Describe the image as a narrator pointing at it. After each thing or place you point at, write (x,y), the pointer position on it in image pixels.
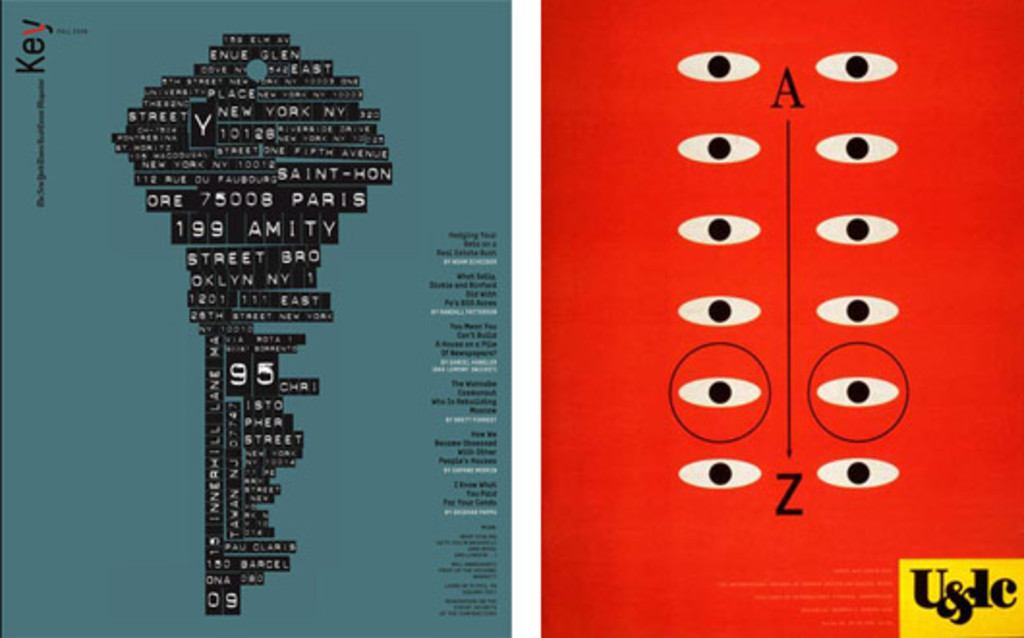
In this picture we can see animated creation of a key (309,193), which is created by using text (251,296).
